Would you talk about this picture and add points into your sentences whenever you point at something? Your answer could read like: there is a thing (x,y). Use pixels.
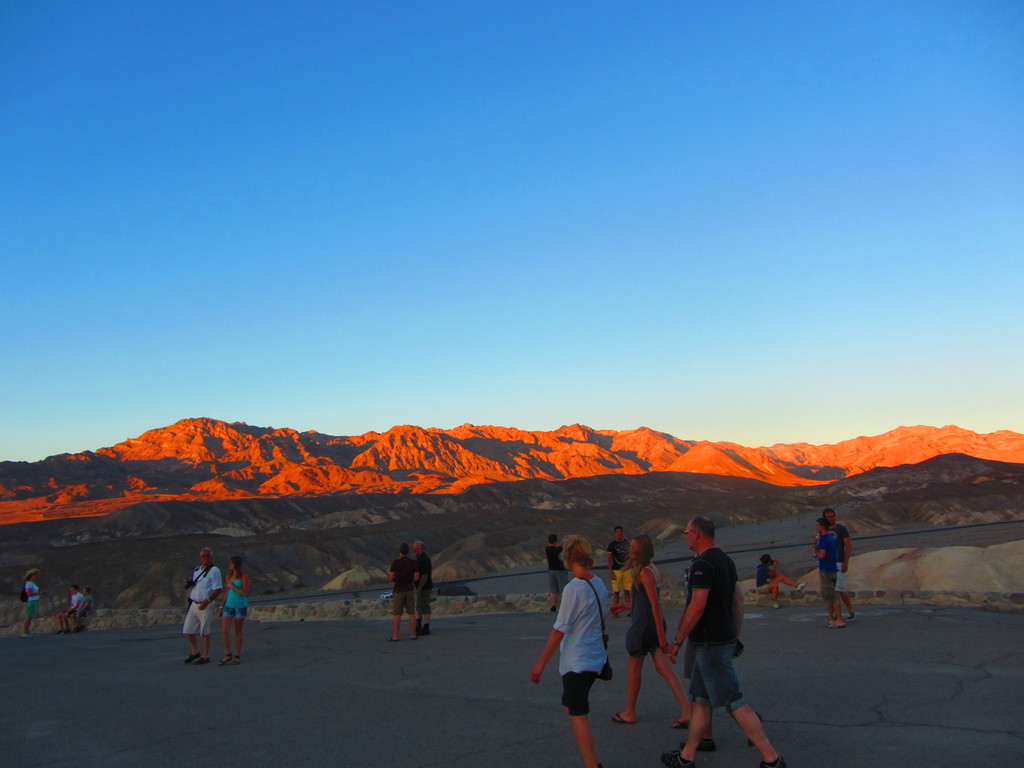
In this image I can see number of people (424,558) where few are sitting and rest all are standing. In the background (566,510) I can see mountains (685,460) and the sky (516,299).
